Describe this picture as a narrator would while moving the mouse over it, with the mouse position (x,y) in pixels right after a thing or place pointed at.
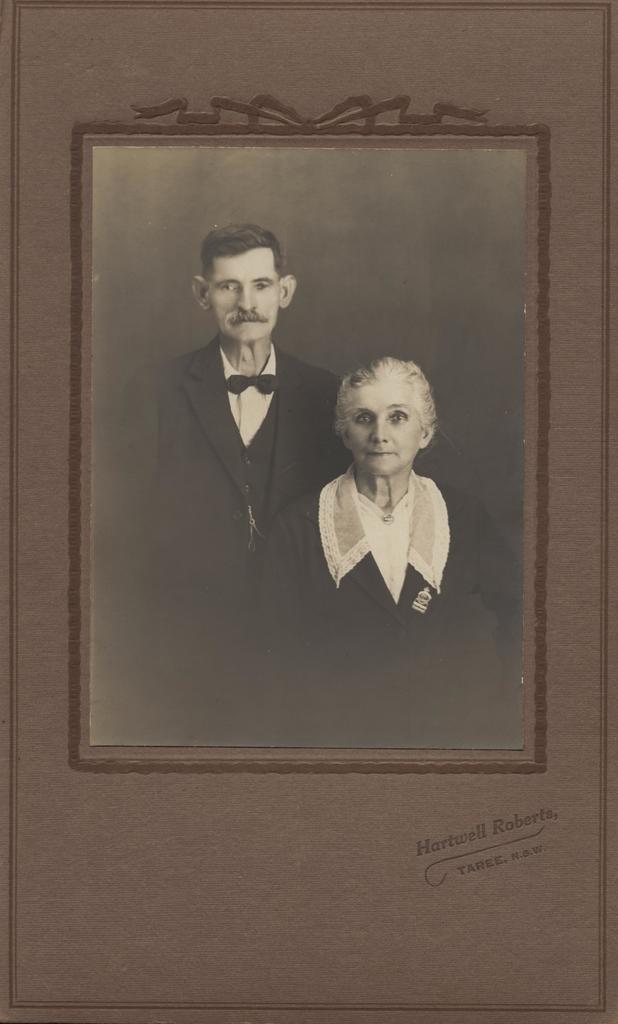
In this picture I can see there is a photograph (511,447) of a man (185,460) and a woman (463,607). They are wearing a black blazer (296,476) and a dress (335,590). This is a black and white image and there is something written at the bottom of the image (463,850).
